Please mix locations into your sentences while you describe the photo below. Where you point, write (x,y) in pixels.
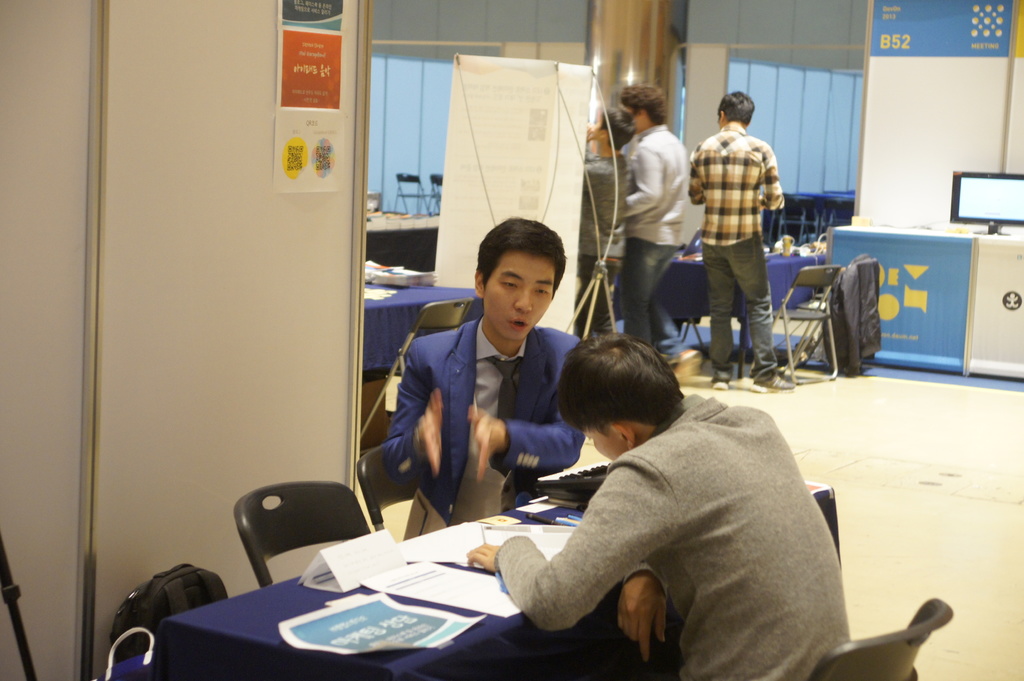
This image is clicked inside a room (203,294). There are tables (461,291) and chairs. People (505,546) are sitting on chairs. Some people (645,324) are standing. There are computers (974,193). On the table (519,621) there are papers (558,527).
